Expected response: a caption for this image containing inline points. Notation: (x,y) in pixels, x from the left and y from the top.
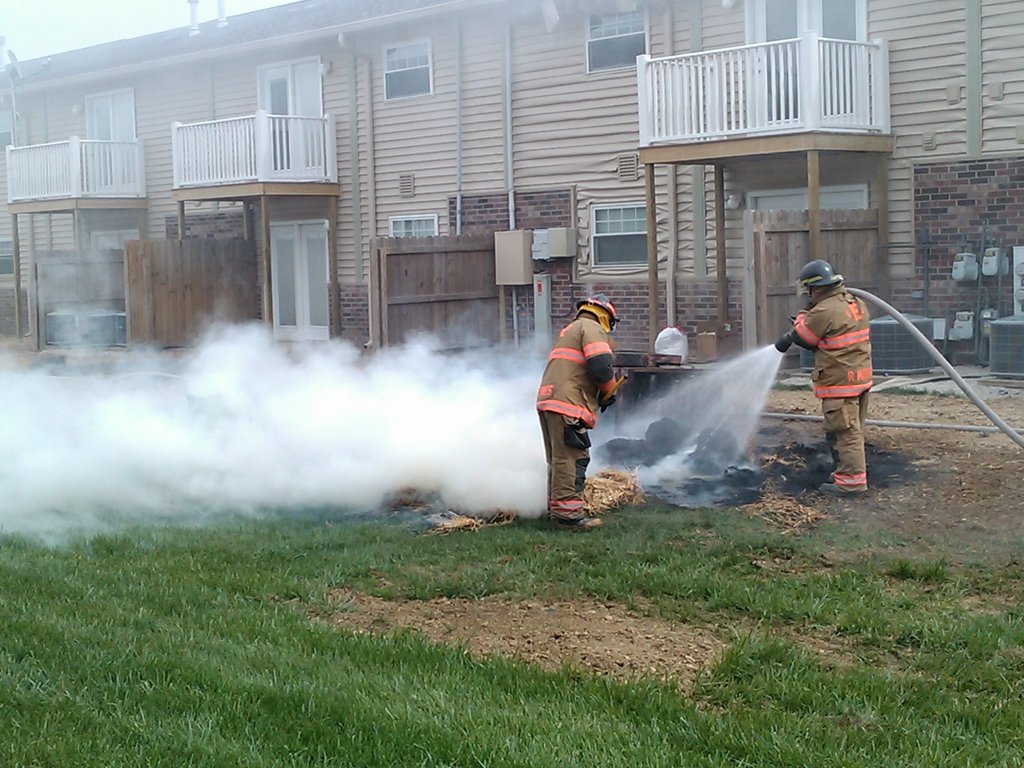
In this given picture, I can see two persons (861,372) towards left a person (559,385) holding and towards right (825,296) there is a person (825,296), Who is holding a water pipe (875,300) and also i can a building (711,253) which includes with multiple balcony (771,49) and windows (778,42) and i can see a small green color piece of grass (461,726) and i can see few stones (588,645) and i can see at the top of building roof (239,35) and smoke (213,408).
